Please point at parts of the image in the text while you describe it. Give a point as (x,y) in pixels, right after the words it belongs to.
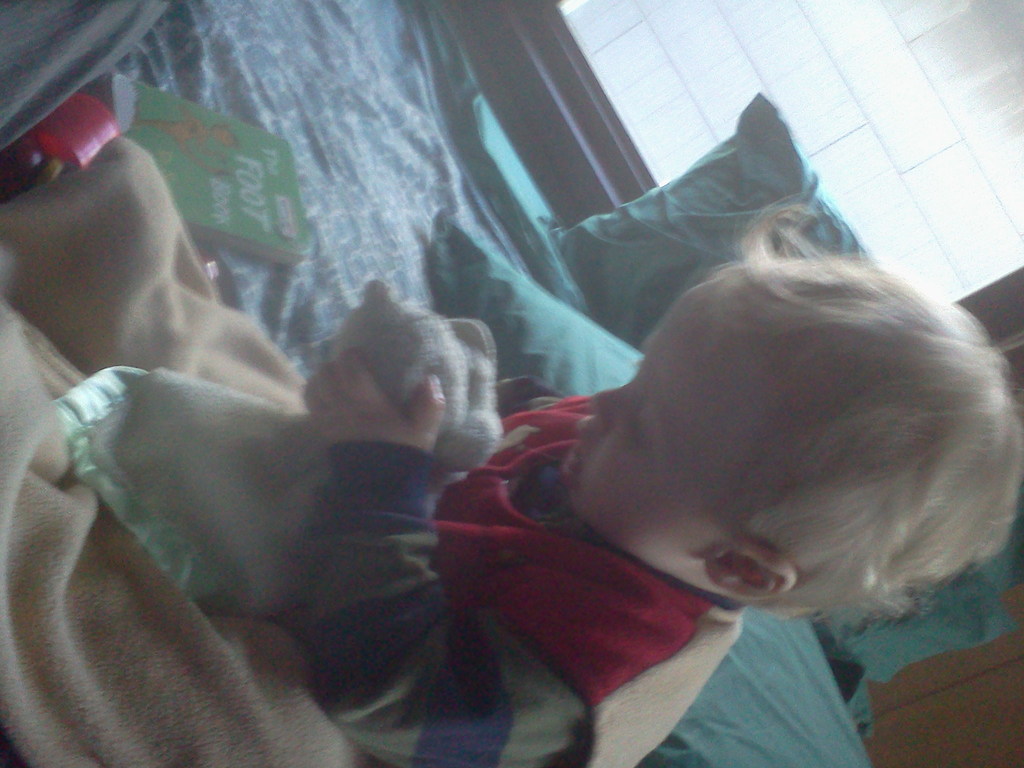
In this image I can see the baby (508,561) is sitting on the bed (337,146) and holding something. I can see few pillows (601,235), book (234,216), cream color cloth (55,610) and few objects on the bed (348,121). Back I can see the window (879,8) and the wall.
